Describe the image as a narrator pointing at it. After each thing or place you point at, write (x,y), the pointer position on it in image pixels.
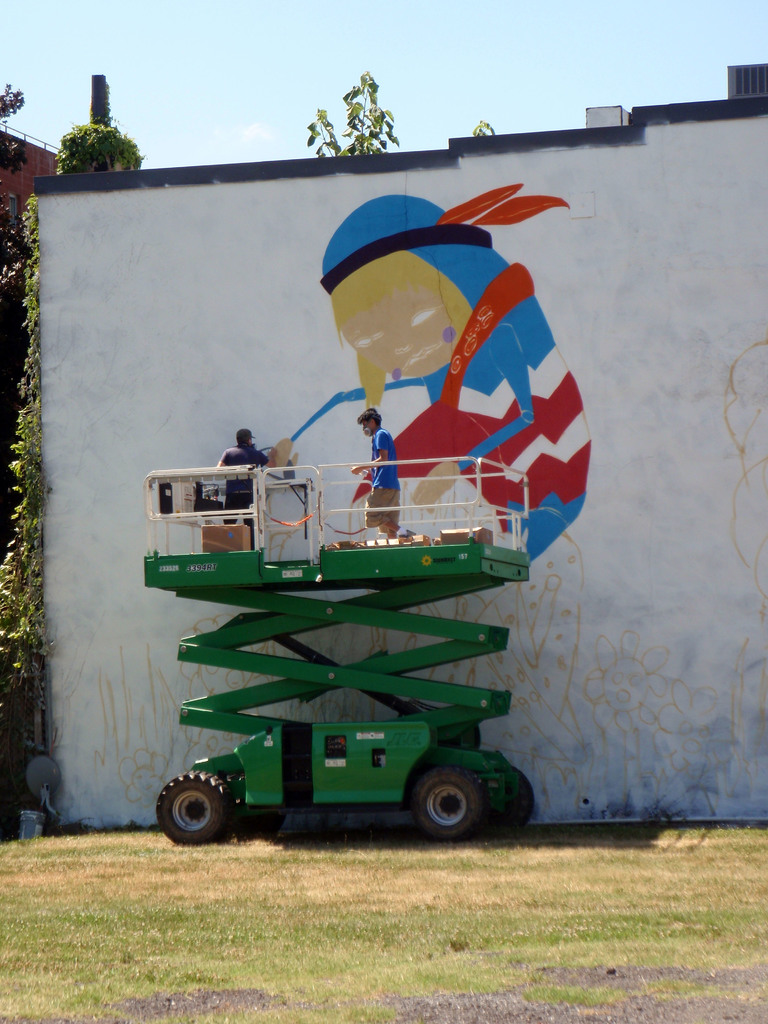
There is a green color vehicle (298,673). On that two persons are standing. In the back (241,337) there's a wall (227,362). On that there is a painting (422,392). On the ground (214,898) there are grasses (252,913). In the background (239,53) there is sky (383,95). On the left side (30,163) there is a part of the building (41,174) is visible.
